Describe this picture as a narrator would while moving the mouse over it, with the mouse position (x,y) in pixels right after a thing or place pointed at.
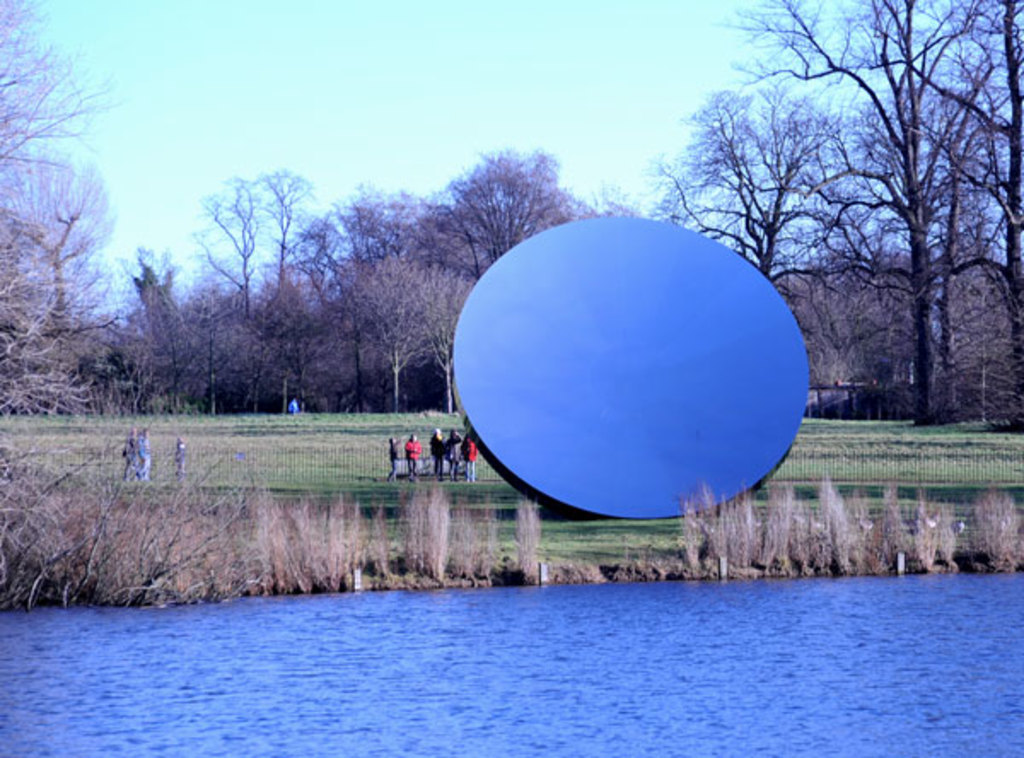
In this image we can see a statue (481,452) and persons (451,440) standing beside it. In the background (454,132) we can see sky (553,146), trees (474,269), ground (242,431), iron grill (342,476), plants (235,565) and water (328,675).
